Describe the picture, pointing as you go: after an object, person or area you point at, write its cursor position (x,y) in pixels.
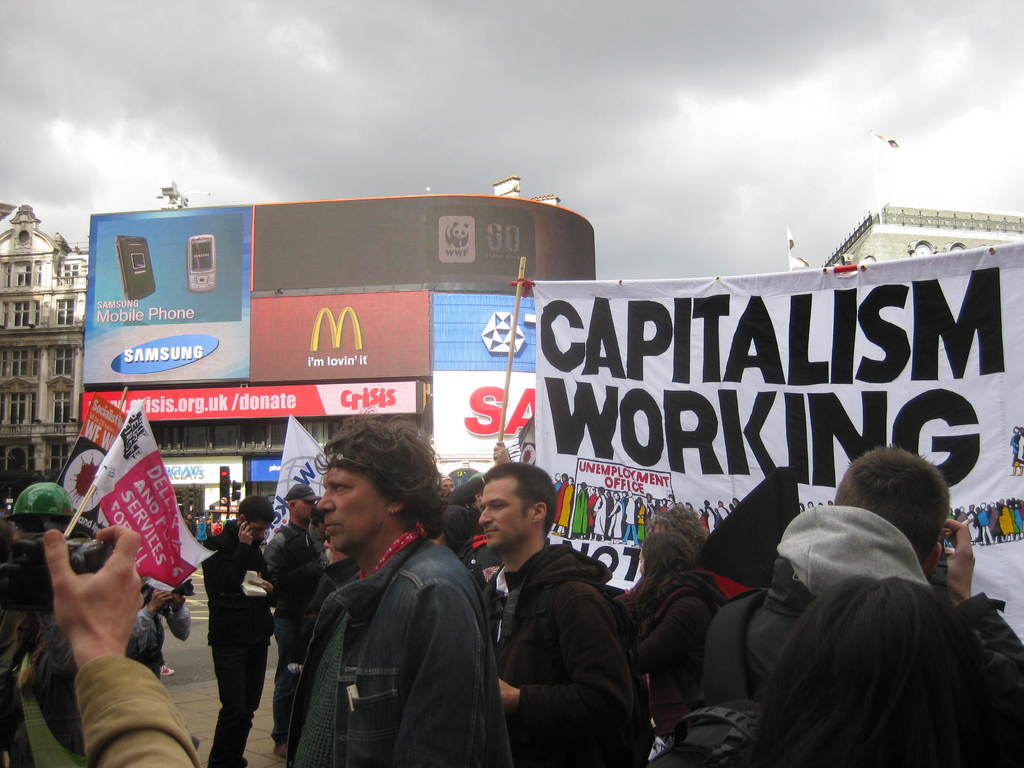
In this image I can see group of people (311,602) standing and holding few banners (710,341). In front (89,611) the person (110,609) is holding the camera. In the background (357,284) I can see few boards (209,273), traffic signals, buildings (27,227) and the sky (393,110) is in white and gray color.
